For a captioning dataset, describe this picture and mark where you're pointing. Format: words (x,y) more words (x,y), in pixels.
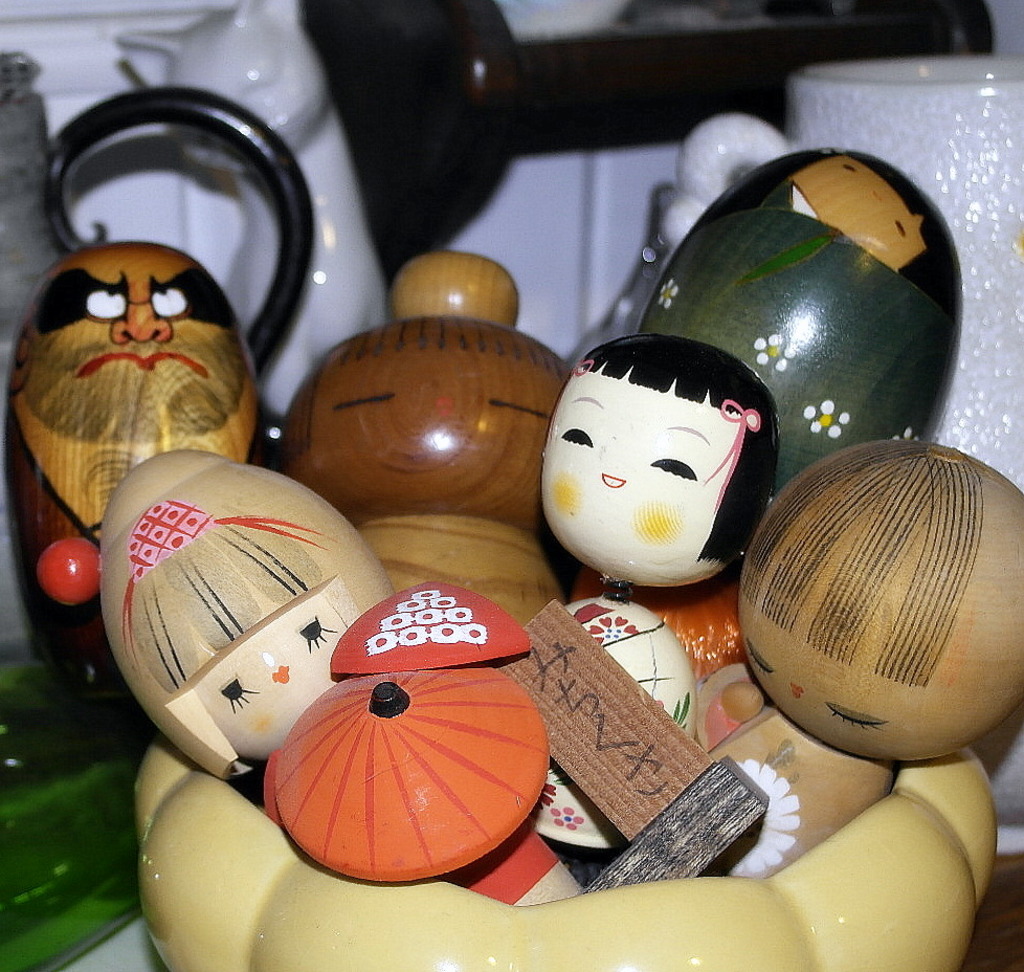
In the center of the image (530,505) we can see a bowl (928,844) contains the toys (575,610). In the background of the image (79,128) we can see a cup (965,174) and some objects (40,113).
